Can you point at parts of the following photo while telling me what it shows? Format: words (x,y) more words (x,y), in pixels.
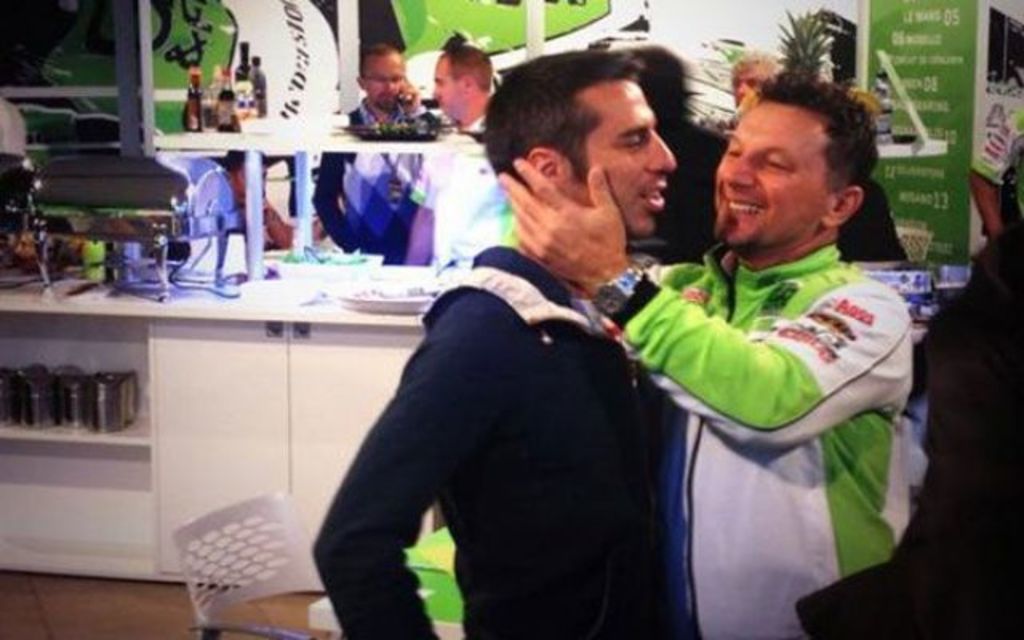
Here in this picture, in the front (708,282) we can see two men (722,337) standing on the floor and we can see both of them are smiling and behind them we can see a table (435,536) and a chair (267,524) present and beside that we can see a counter top (364,271), on which we can see some things (224,267) present and below that in the racks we can see some utensils (58,395) present and behind that we can see other people (406,156) also standing and we can see bottles (247,102) present in the racks (250,146) and we can also see banners (325,40) present.
